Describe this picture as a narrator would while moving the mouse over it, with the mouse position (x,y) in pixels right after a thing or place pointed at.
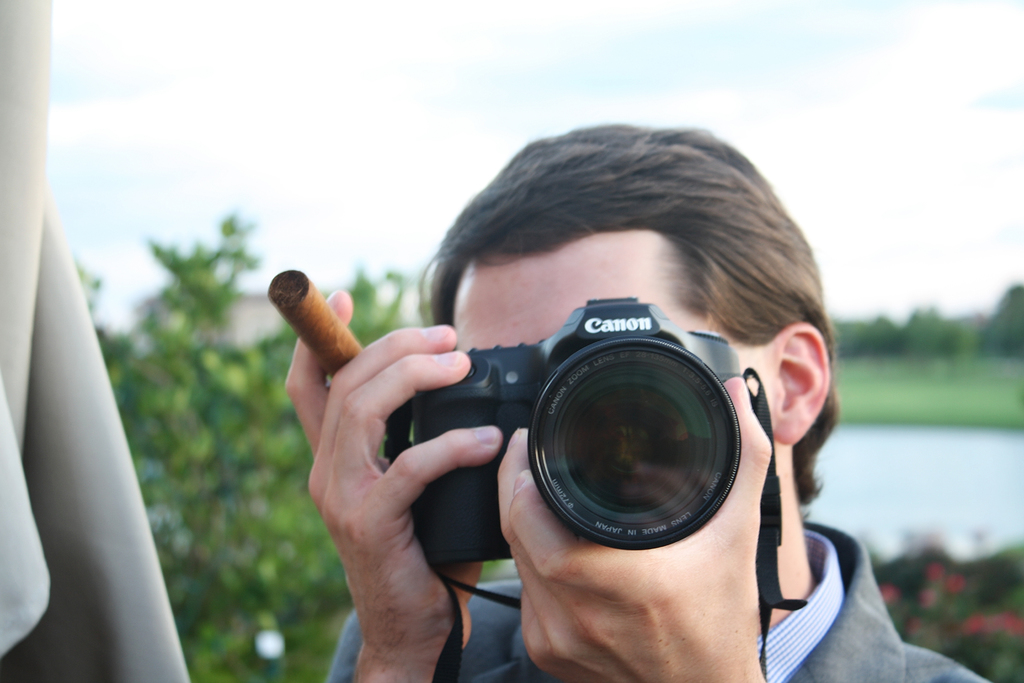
This is the picture of a person (739,401) holding a camera (562,457) and a cigar (348,355). Behind the person (549,321) there is a tree (248,399) and a sky (368,90).
